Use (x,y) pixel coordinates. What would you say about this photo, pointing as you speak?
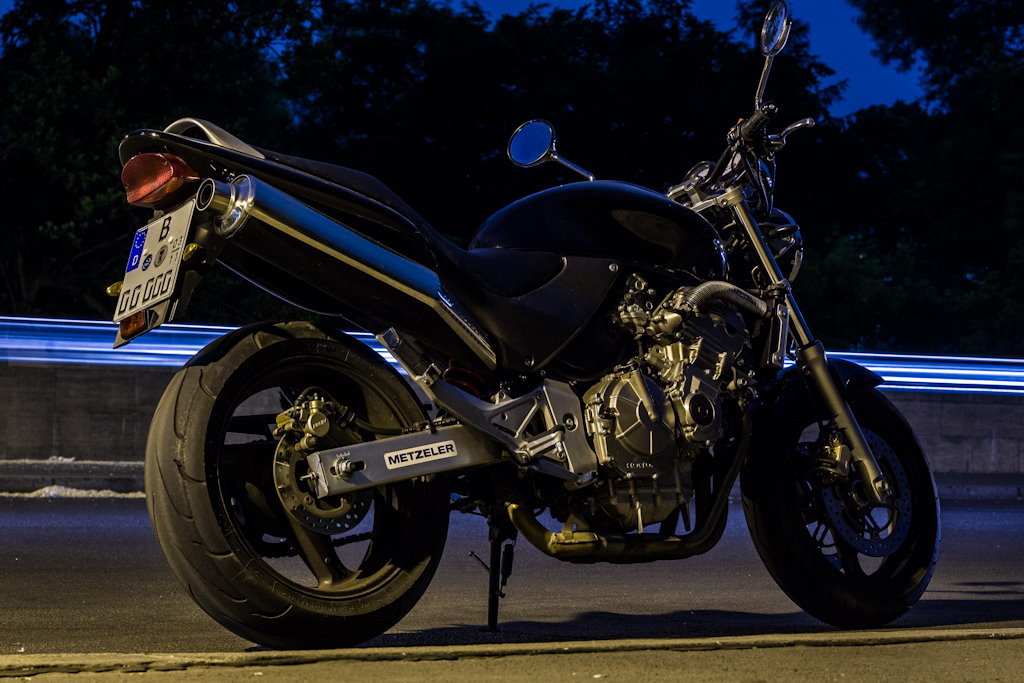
In the image we can see a bike (507,418) on the road (748,584). Here we can see barrier (53,392), trees (478,122) and the sky (854,57).
